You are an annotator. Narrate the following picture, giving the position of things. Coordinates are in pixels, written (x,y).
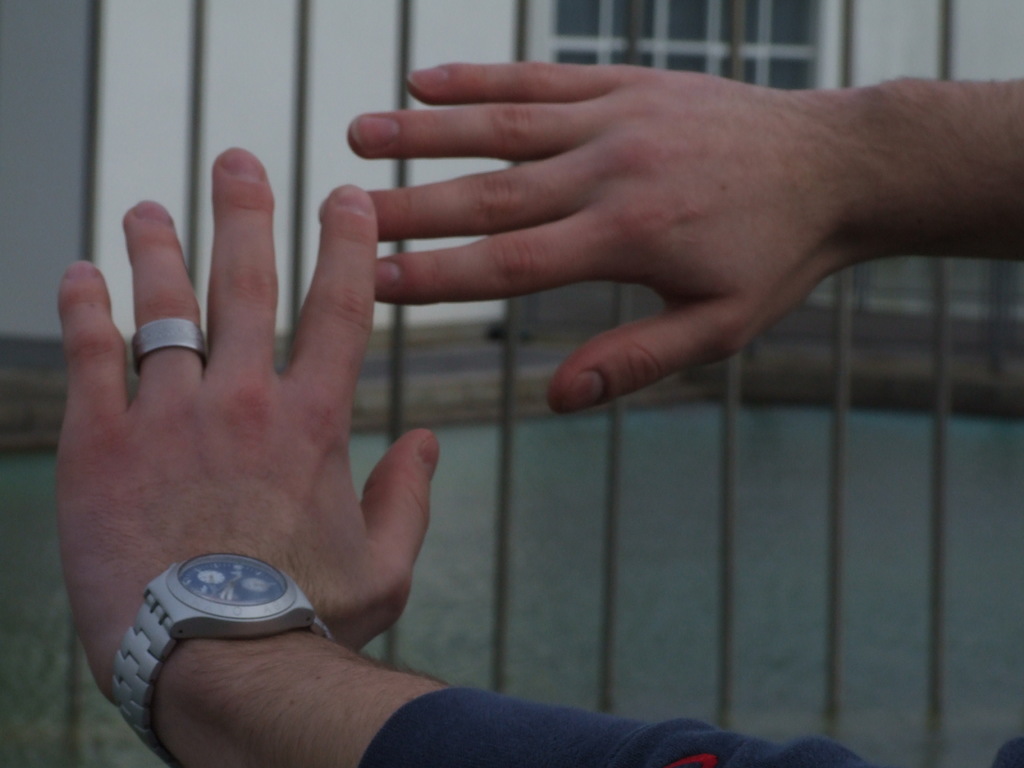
Here we can see hands (609,267) of a person (280,724) and there is a watch (210,614). In the background (729,513) we can see a fence (732,39) and a wall (269,112).
